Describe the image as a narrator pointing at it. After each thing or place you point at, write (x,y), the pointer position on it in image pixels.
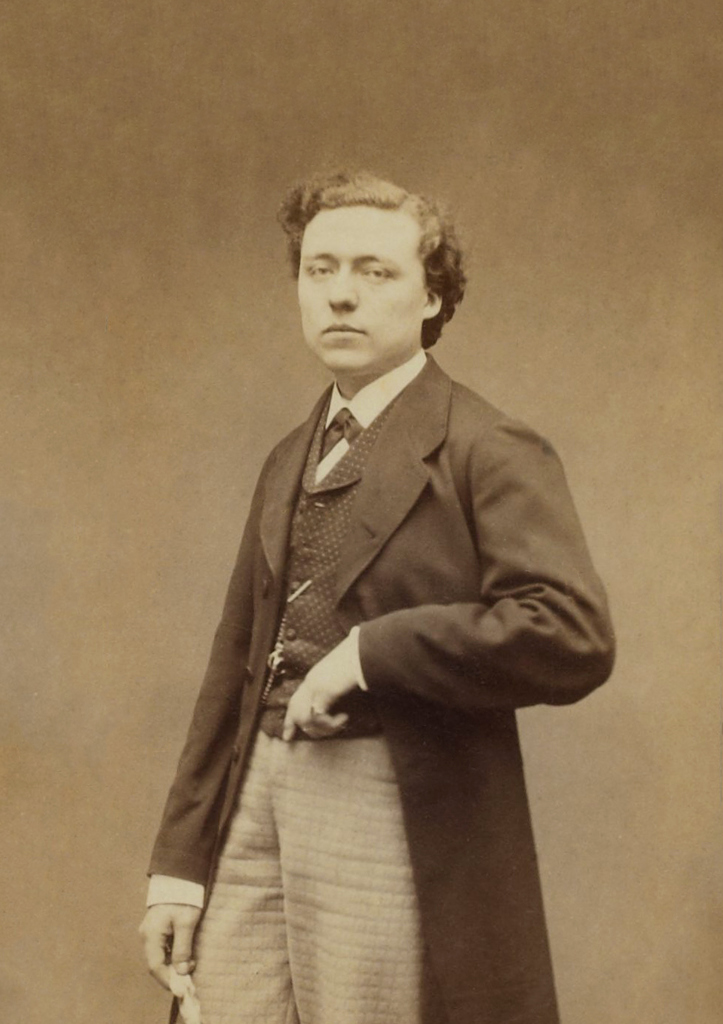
In this picture we can see a person (371,636) standing in the front (409,657), this person (370,629) wore a suit (363,621), it is a black and white picture.
